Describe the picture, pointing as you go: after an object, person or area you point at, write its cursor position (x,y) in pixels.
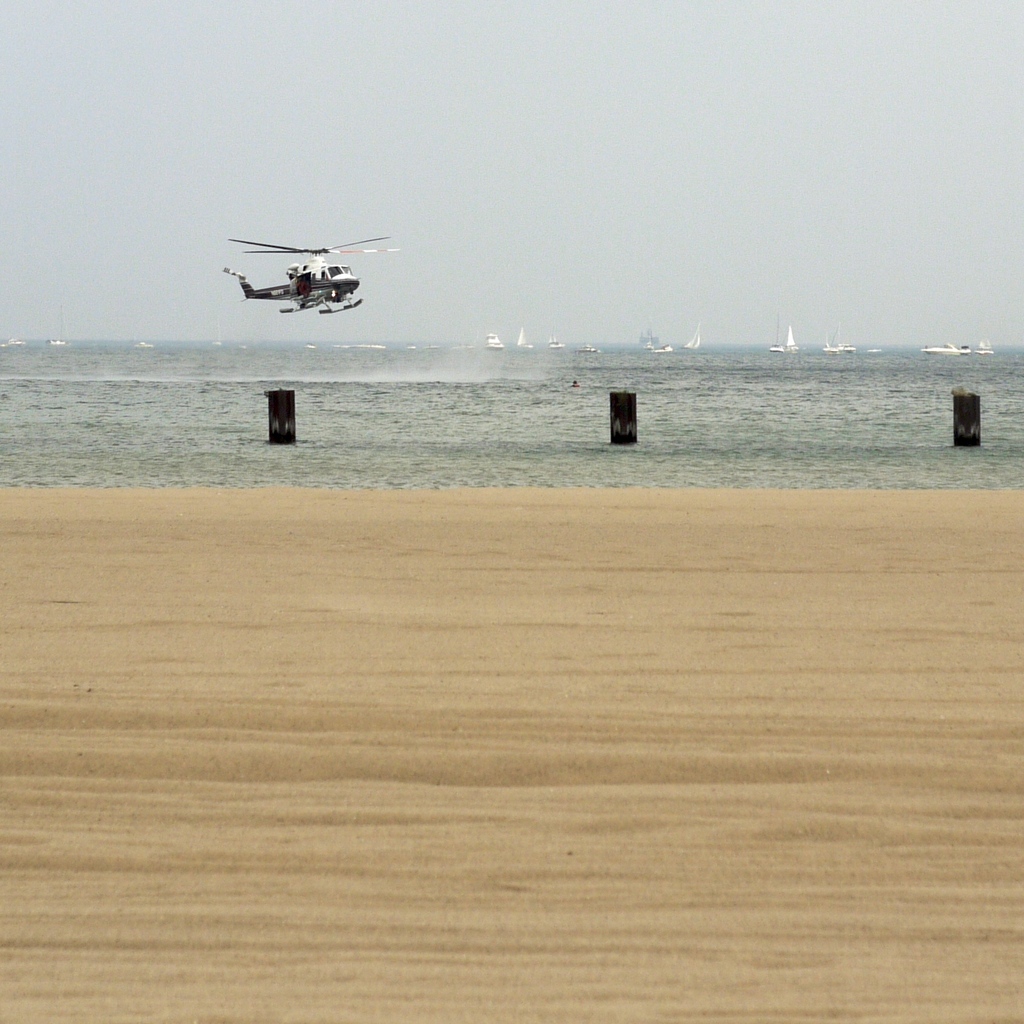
In the image we can see a helicopter (311,271), sand (536,796), water (478,416) and a sky (318,235). There are many boats (794,348) in the water (515,413), these are the objects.
